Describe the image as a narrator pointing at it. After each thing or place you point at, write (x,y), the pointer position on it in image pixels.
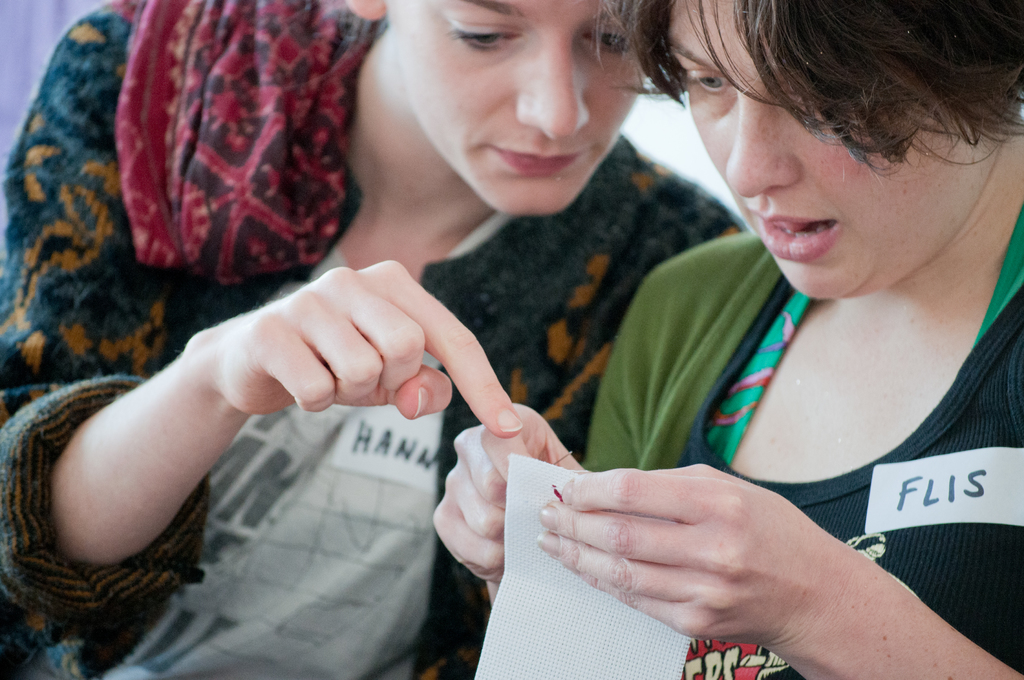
In this picture we can see two persons (521,181), a woman (860,357) on the right side (860,357) is holding a cloth (530,611) and a needle (571,454).
